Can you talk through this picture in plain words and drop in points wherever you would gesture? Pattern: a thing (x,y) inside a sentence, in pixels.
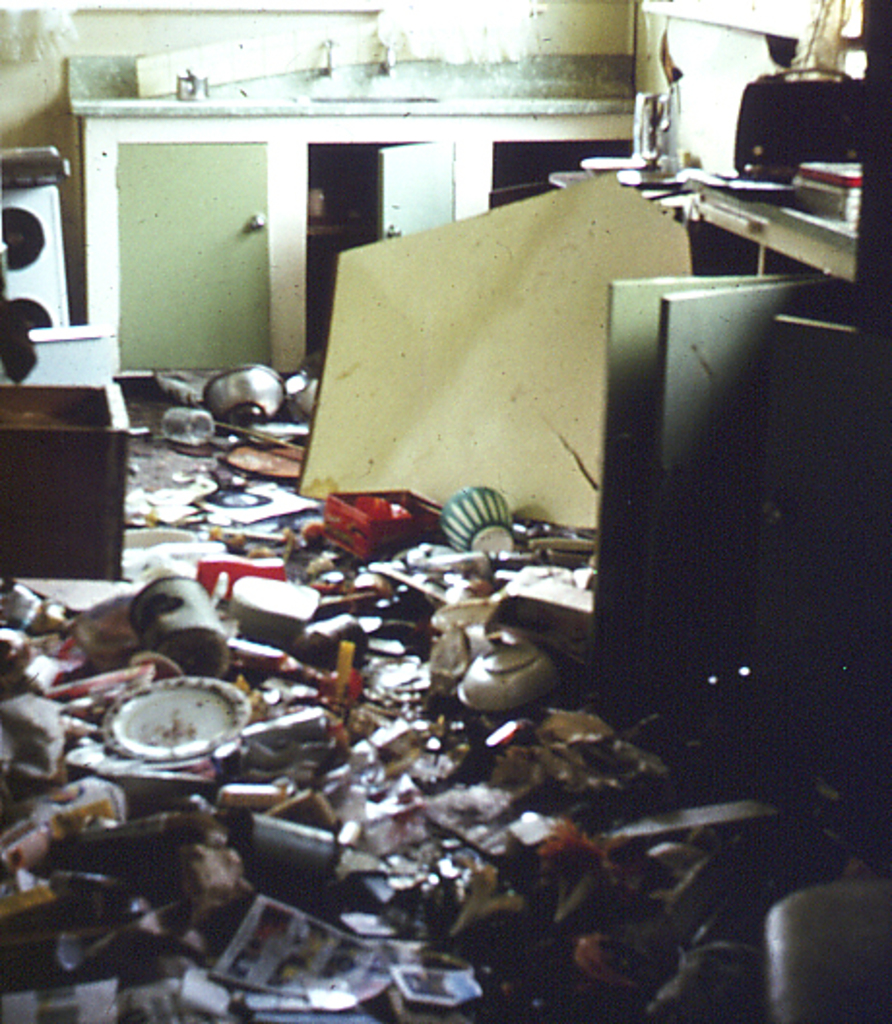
This is an inside view. Here I can see many bowls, plates (189,739) and some other objects (226,910) are placed on the ground (199,877). In the background (742,347) there are table cabinets (245,275). On the tables (842,226) a bag (803,97) and some other objects (838,215) are placed. At the top of the image (611,15) there is a wall (132,37).
